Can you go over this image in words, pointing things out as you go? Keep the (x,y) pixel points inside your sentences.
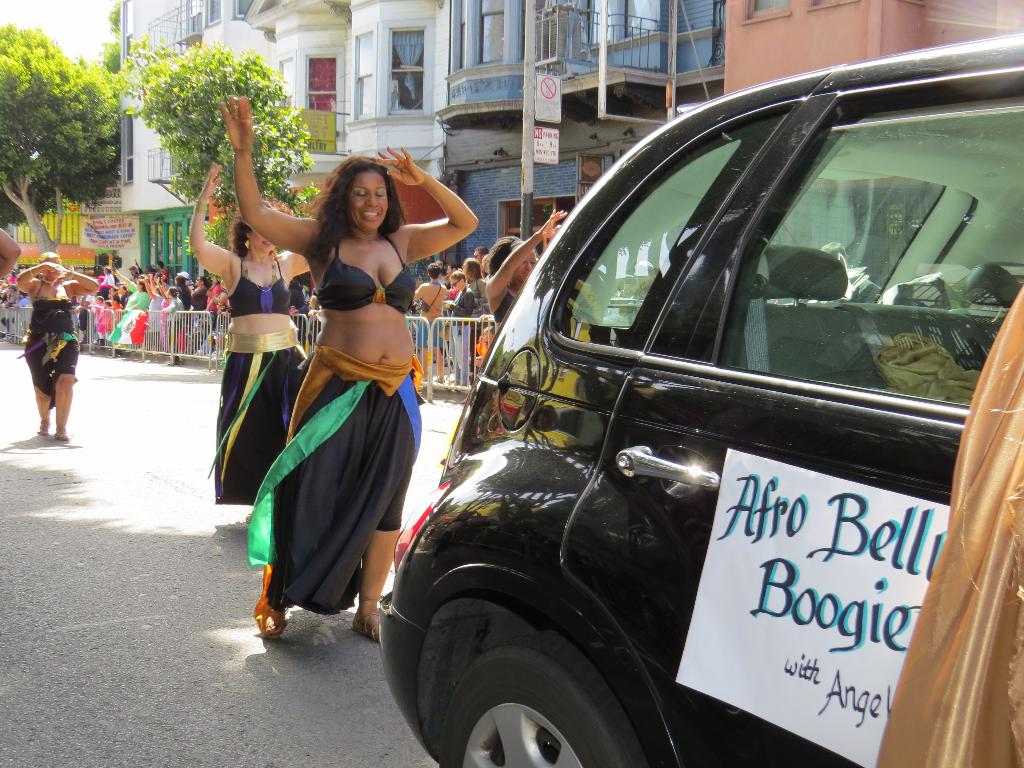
In the image we can see there are people (250,348) wearing clothes (349,373) and they are dancing. Here we can see a vehicle (651,468) and on the vehicle (855,600) there is a poster (829,618) and on it there is a text (798,609). We can even see there are buildings (426,52) and there are even other people (98,277) wearing clothes (477,295). Here we can see fence (458,337), trees (41,91) and the sky (56,43).
